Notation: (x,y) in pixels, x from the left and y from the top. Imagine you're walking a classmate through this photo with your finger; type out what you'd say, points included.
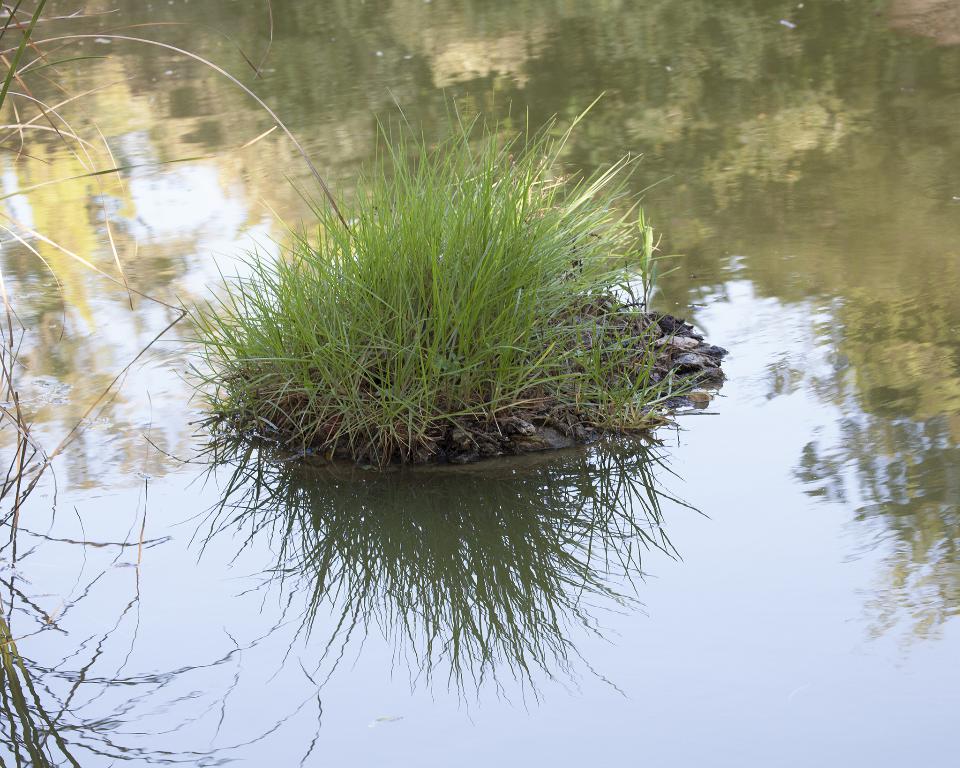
In the center (394,406) and left side of the image (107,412) there are plants (216,344) and we can see reflection (728,194) of trees (292,59) in the water (737,682).
